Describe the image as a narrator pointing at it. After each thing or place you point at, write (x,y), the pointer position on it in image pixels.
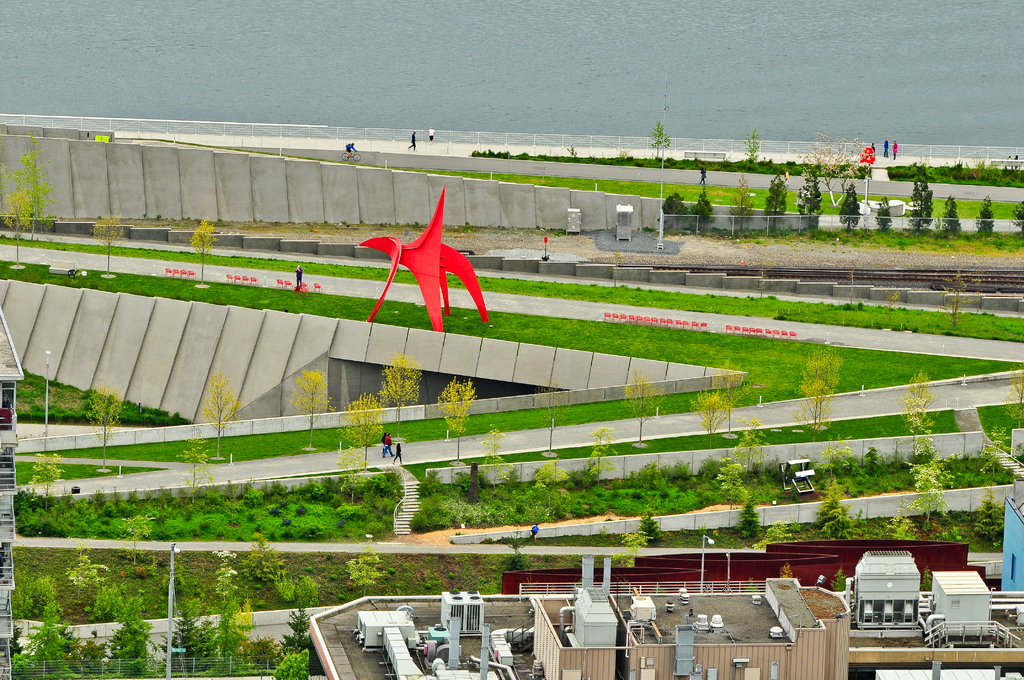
In this image we can see buildings (484,652), plants (545,502), trees (924,485), flyovers (622,432), fence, people (298,270), walls (533,212) and a red color object (421,281). At the top of the image (741,30), we can see the water (314,40).
